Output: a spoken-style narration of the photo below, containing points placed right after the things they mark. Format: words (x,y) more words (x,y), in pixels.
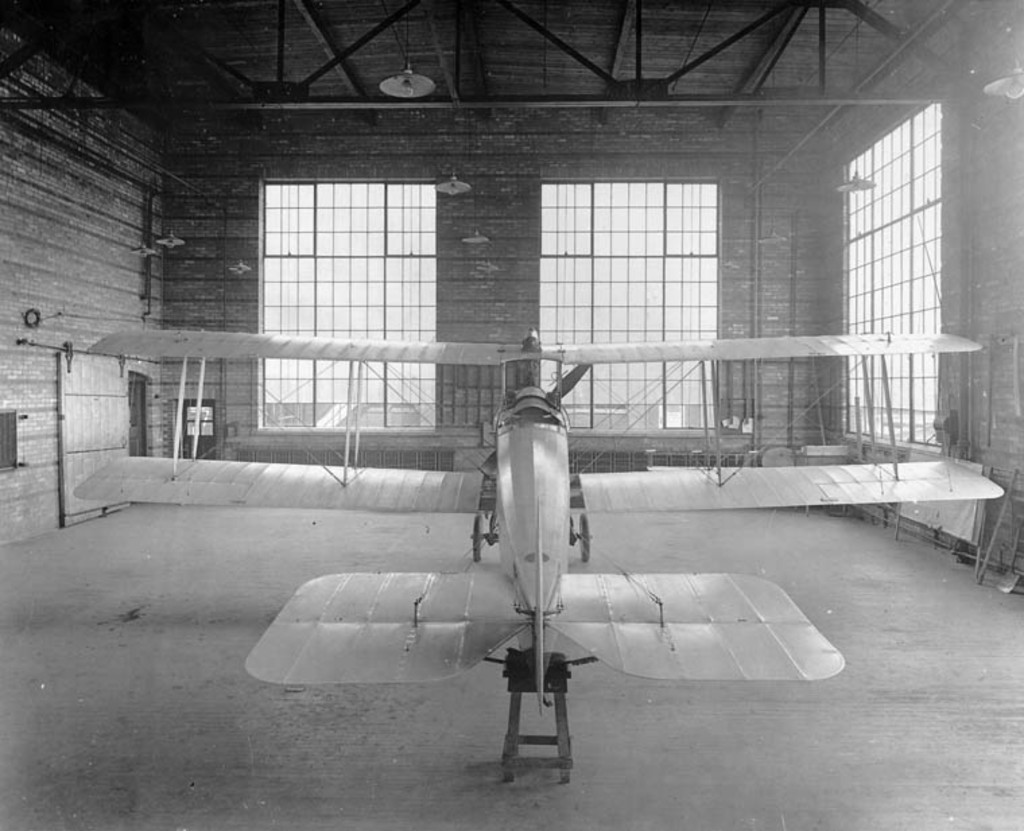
In the middle of this image (566,387), there is an aircraft (584,485) arranged on the floor (442,732) of a building (493,743), which is having windows (664,257) and a roof (442,26).
